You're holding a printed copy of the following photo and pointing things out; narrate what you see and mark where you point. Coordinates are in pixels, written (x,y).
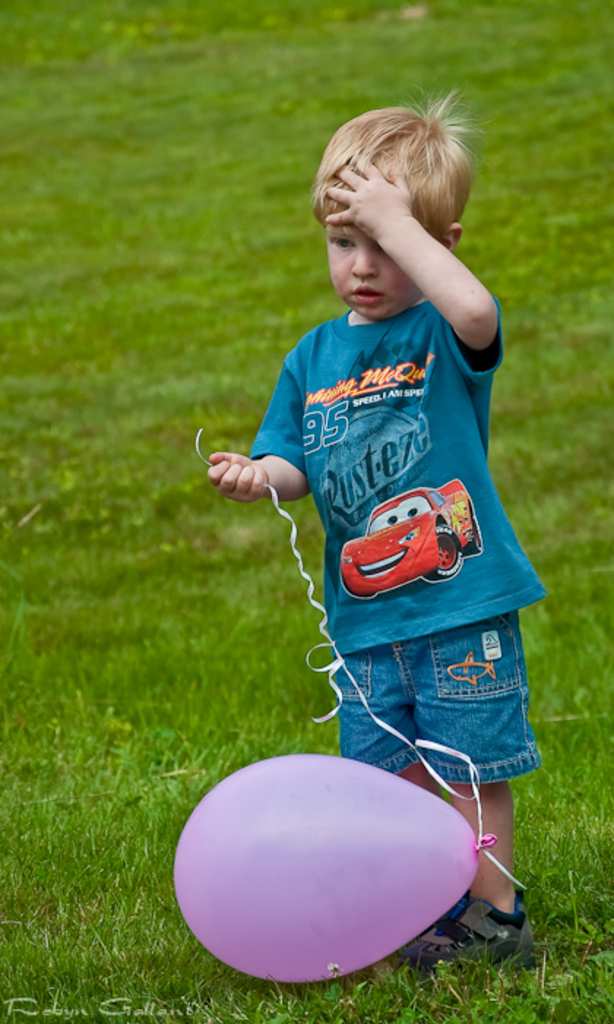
In this picture we can see a boy (398,496) is holding a thread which is attached to a balloon (300,855) and behind the boy (376,430) there is grass (98,235).
